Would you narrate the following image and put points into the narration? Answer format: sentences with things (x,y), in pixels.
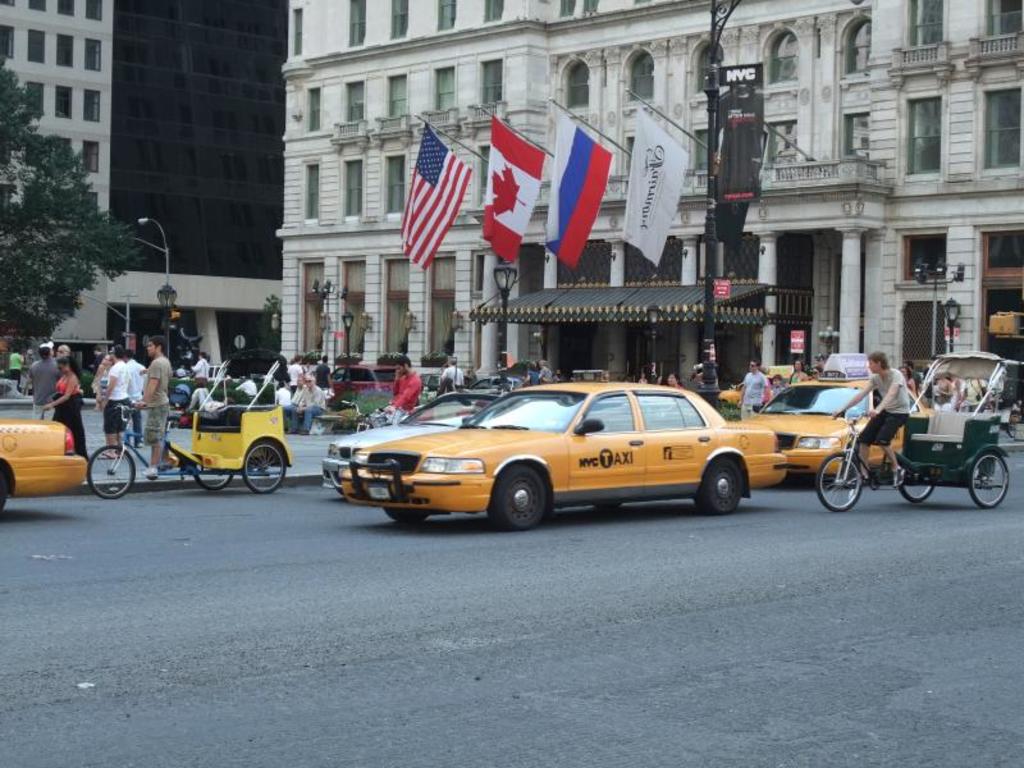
There is a huge building (552,166) and it has four flags (583,150) attached to the balcony (830,180) of the building (763,206), there are many vehicles (600,459) moving on the road (214,558) in front of the building (604,122) and behind the vehicles (397,430) there are few people (162,387) standing and sitting beside a pole (160,294), on the left side (50,233) there is a tree (58,225) and behind that tree (34,289) there is another huge building (97,116).
